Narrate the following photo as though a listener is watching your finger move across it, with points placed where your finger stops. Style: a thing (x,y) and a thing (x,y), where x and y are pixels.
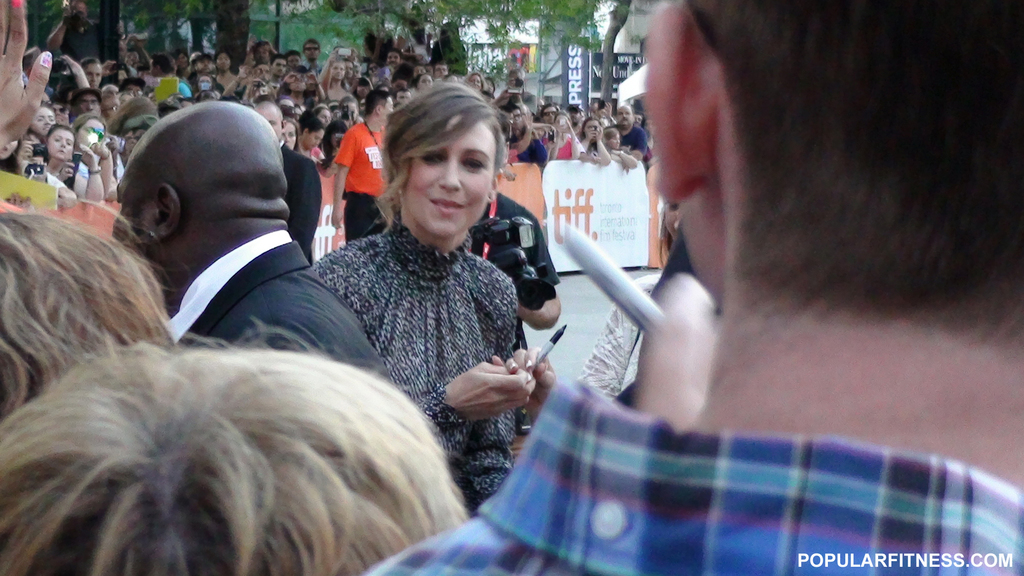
this picture shows people (308,116) standing, few (248,83) are holding cameras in their hands (93,159) and few (718,288) are standing on the side and we see buildings (552,66) and trees (245,13) and couple of advertisement hoardings (573,90) on the back (628,50) and we see a woman (470,370) holding a marker (530,361) in her hand (546,364) and we see a human (548,326) holding camera (543,281) on the back (538,264) and we see text (924,558) at the bottom right corner of the picture (909,565).
